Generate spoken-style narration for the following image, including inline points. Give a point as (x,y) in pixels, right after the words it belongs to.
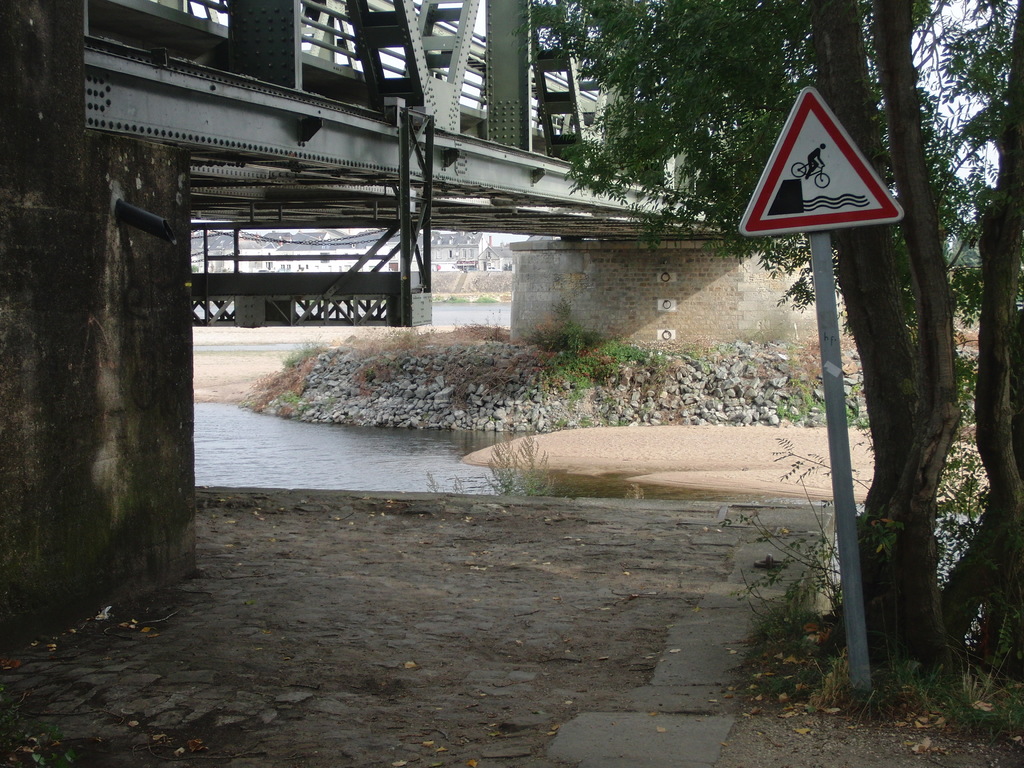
In this image I can see the sign board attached to the pole (827,318). In the background (341,469) I can see the water (338,437), few trees (736,91) in green color, the bridge (513,71) and the sky (382,58) is in white color.
